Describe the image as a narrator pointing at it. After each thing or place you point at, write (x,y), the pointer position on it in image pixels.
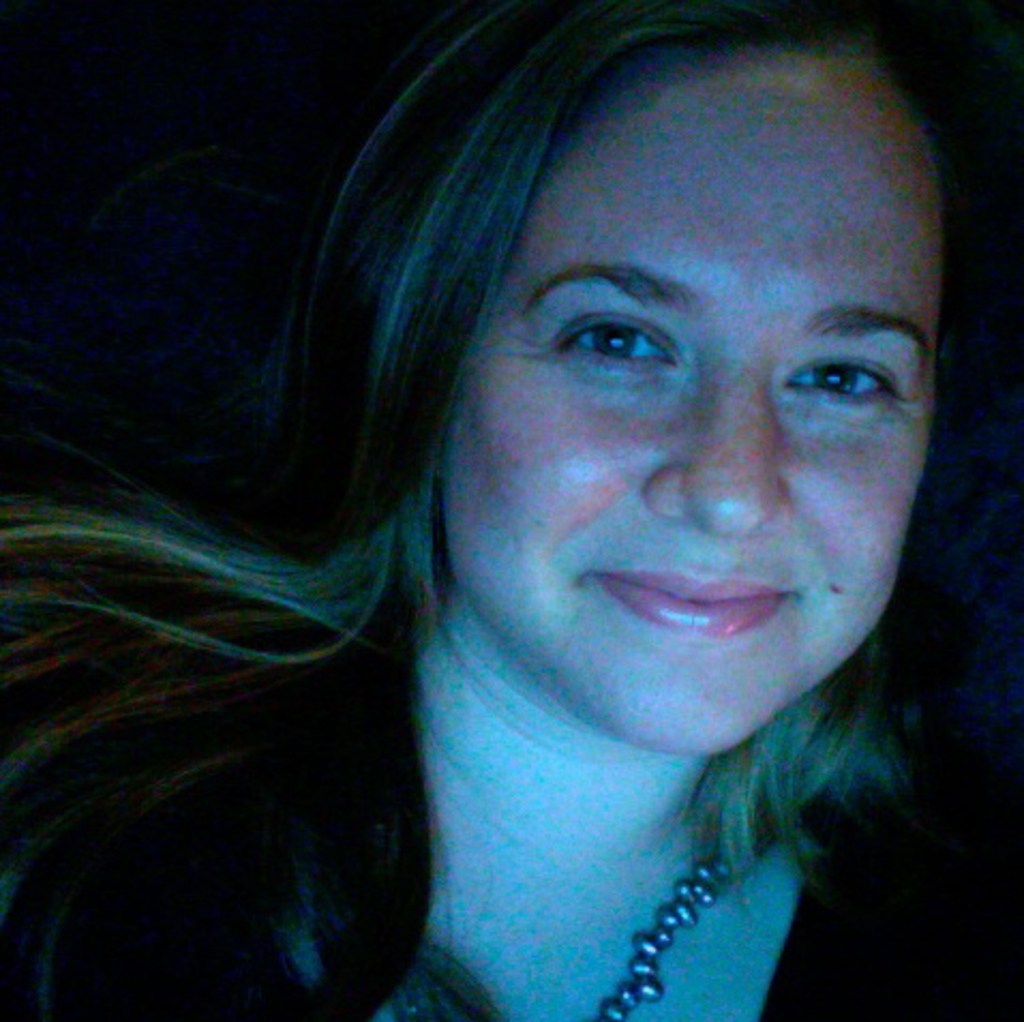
Here we can see a woman (557,385) and she is smiling.
